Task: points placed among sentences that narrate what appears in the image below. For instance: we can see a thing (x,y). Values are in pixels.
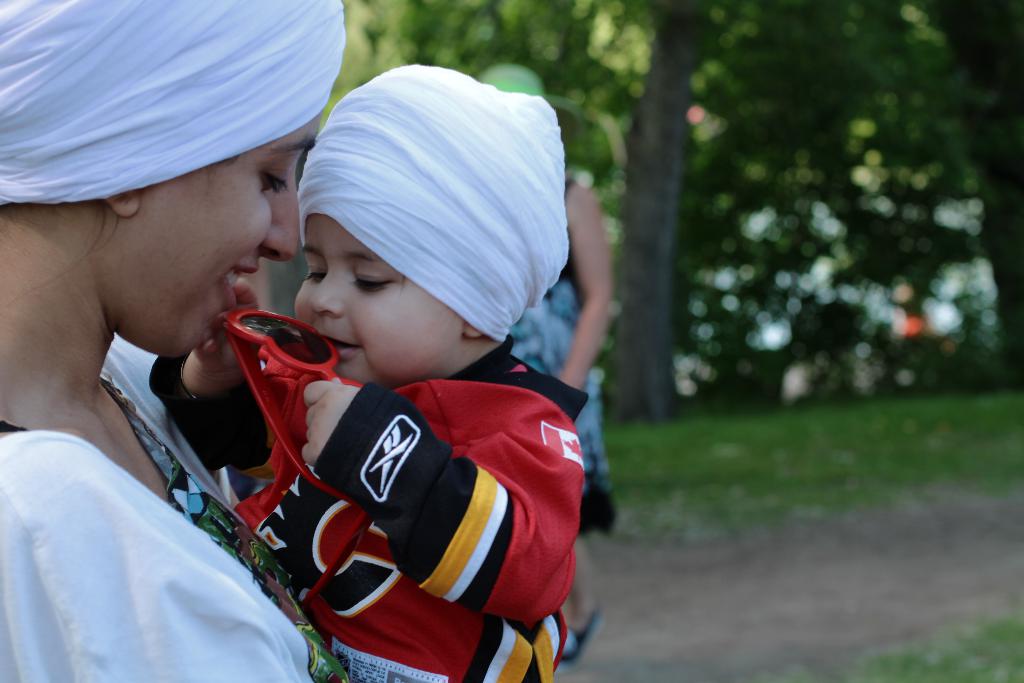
In the image there is a woman (162,195) in white dress (85,676) and white turban (177,97) holding a baby (215,347) in red dress (405,392) and white turban (363,172), in the back (586,338) there is another lady (577,317) visible, walking on the path (763,664) with grass (847,454) on either side and in the back (703,140) there are trees (786,201).
